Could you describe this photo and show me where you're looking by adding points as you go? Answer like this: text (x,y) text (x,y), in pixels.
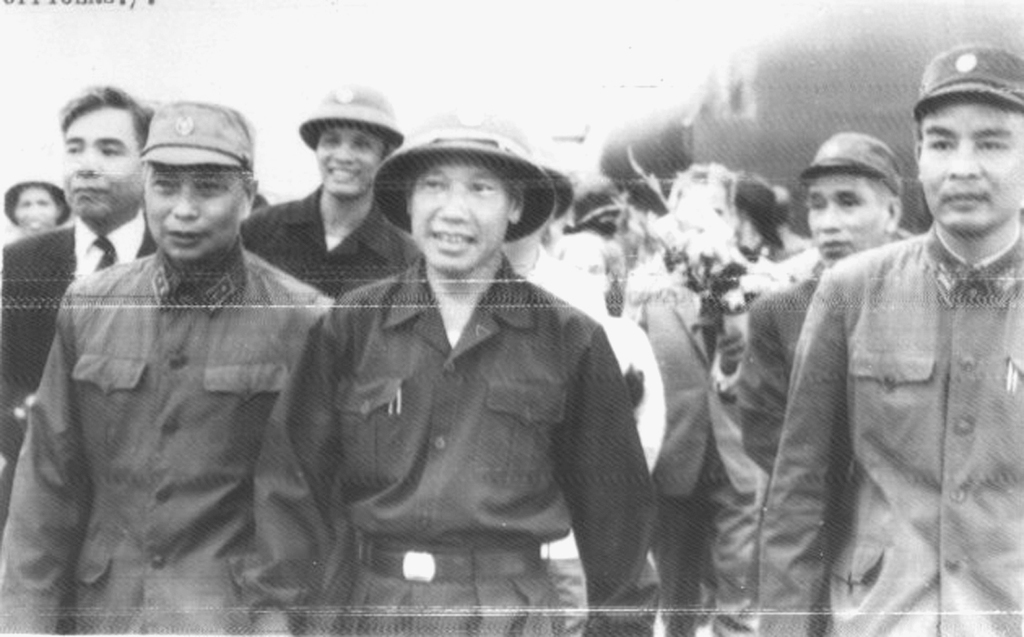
In this picture I can see there are few people (376,243) walking, they are wearing shirts (495,355), coats (773,337) and hats (522,169).
